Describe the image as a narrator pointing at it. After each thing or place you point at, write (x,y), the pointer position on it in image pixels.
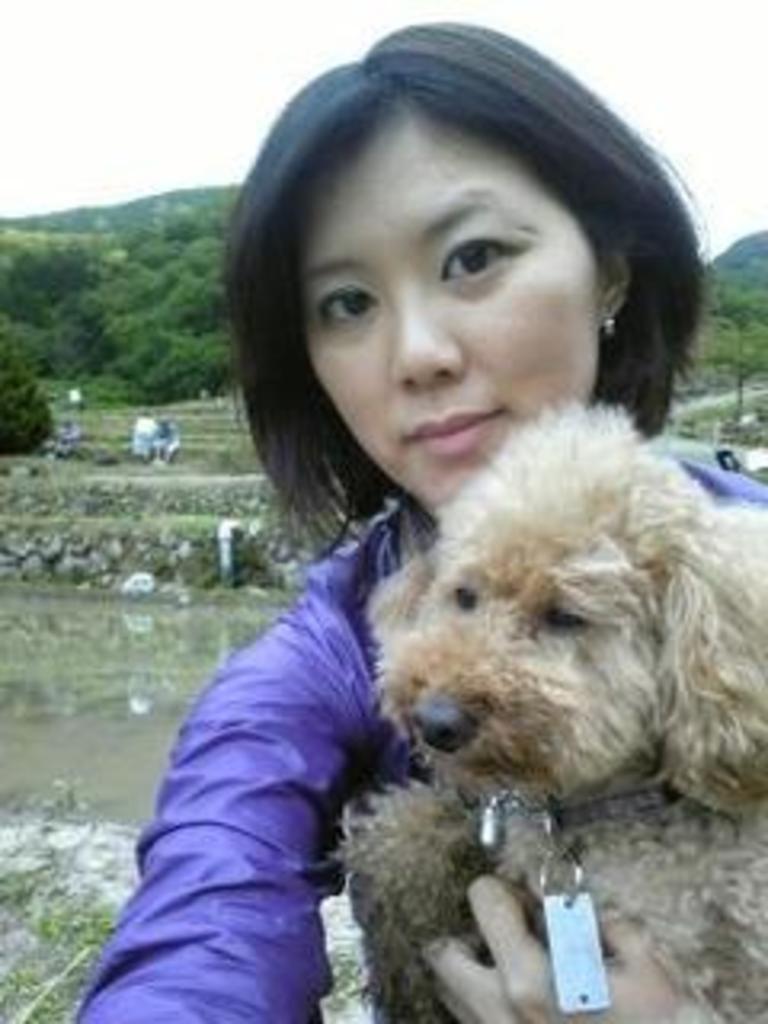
In this image i can see a woman (506,336) holding dog (546,499) at the background (155,699) i can see water (113,722), tree (138,278) and a sky (142,118).
